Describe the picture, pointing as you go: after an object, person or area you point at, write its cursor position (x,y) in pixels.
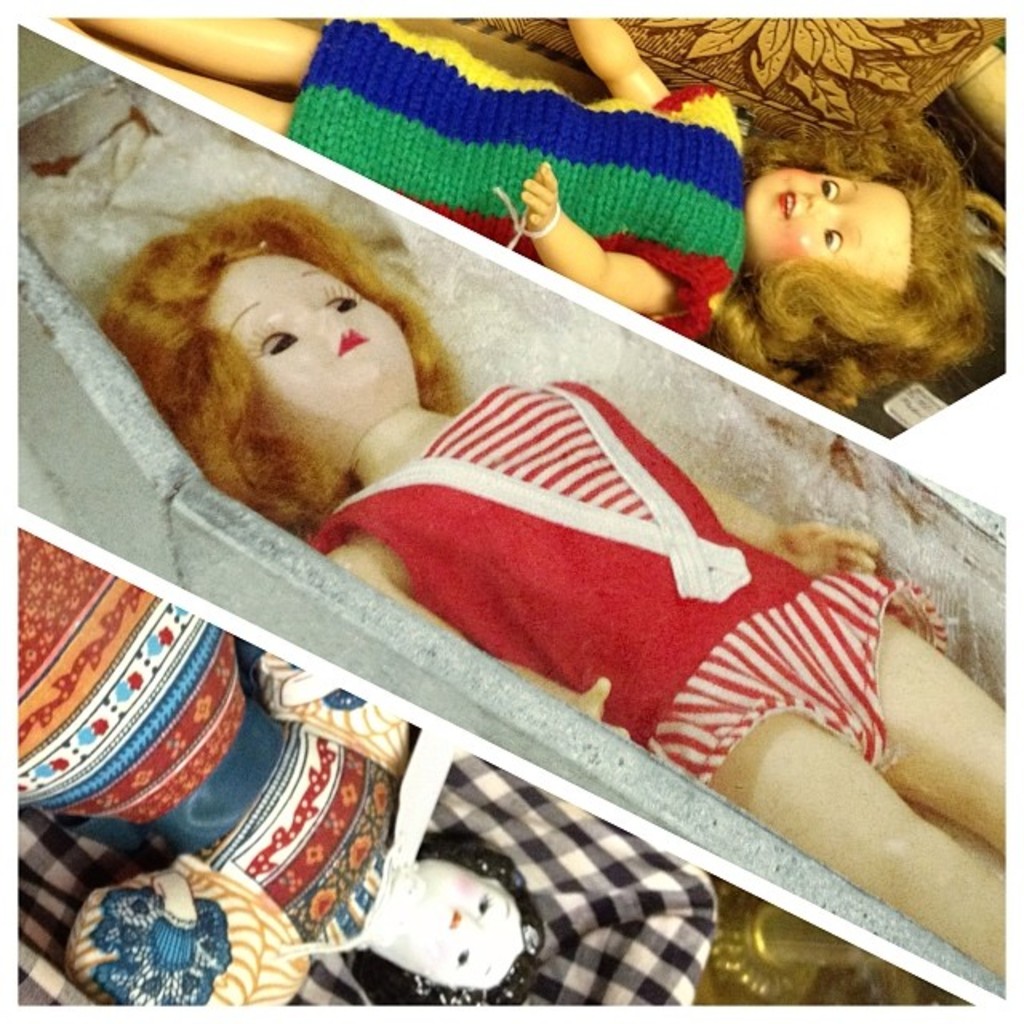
This image looks like an edited photo, in which I can see three dolls (543,542) and metal objects (781,927). This image taken, maybe in a shop (518,592).
